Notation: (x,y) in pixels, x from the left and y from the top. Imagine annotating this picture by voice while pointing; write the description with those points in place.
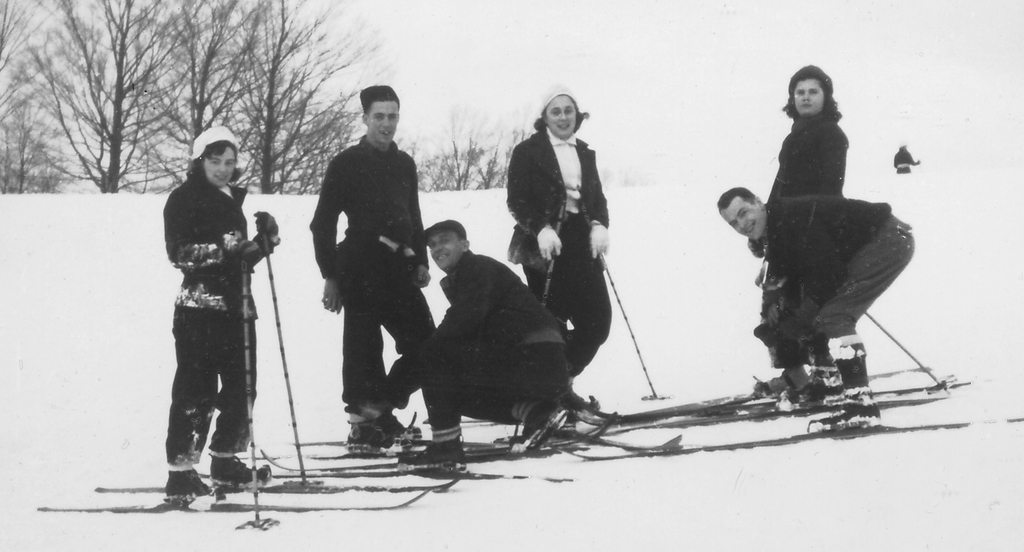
This picture consists of there are six people (569,260), some of them holding sticks (277,333), at the top (66,143) there are some trees (26,130), there is a person (918,162) visible on the right side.
